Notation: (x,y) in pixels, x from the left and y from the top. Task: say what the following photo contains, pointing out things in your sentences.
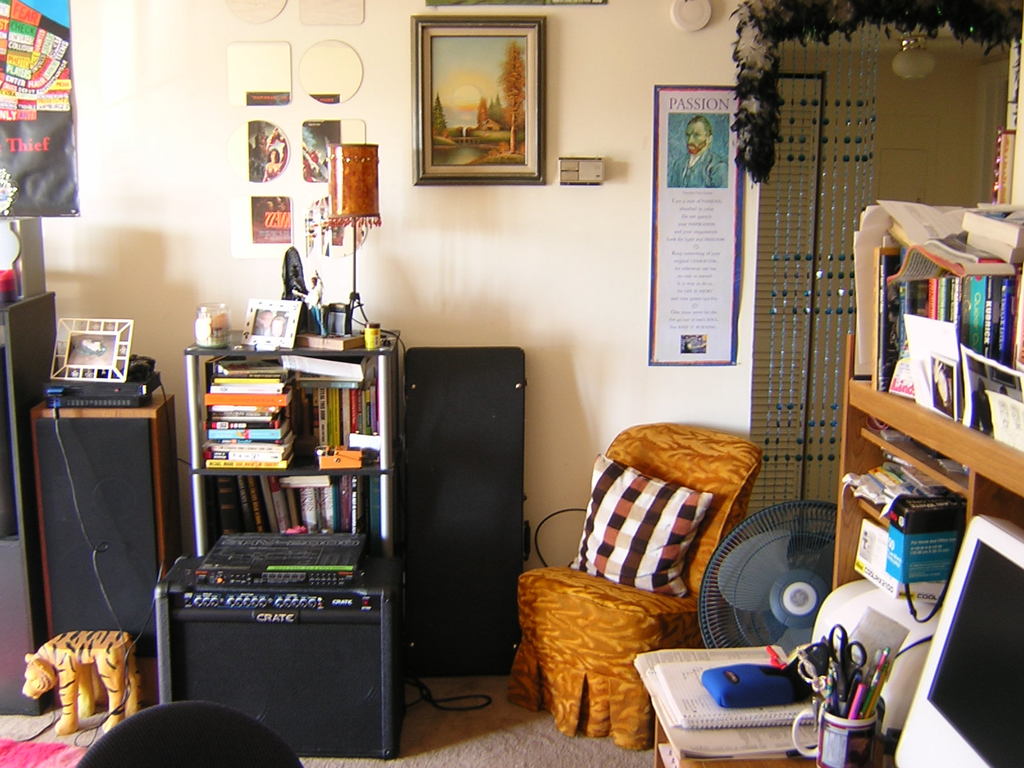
In this image there is a chair (520,700) on the floor (529,751). There is a cushion (627,526) on the chair (582,598). Beside there is a fan (807,559). Right side (1007,611) there is a rack (813,765) having monitor (919,727), books (789,707), cup (867,765) and few objects (880,528). In the cup (830,728) there is a scissor (844,698), pens (856,702) and few objects (826,701). Left side (65,657) there is a toy (43,666) on the floor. Behind there is a table (112,558) having a device (99,387) and a frame (90,366) on it. Beside there is a rack (264,428) having books (335,390), picture frames (275,324) and few objects (322,337). There is a lamp (373,194) on the rack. There is a device (303,630) on the floor (447,715). There are posters (681,137) and picture frames (469,123) attached to the wall (724,11).
